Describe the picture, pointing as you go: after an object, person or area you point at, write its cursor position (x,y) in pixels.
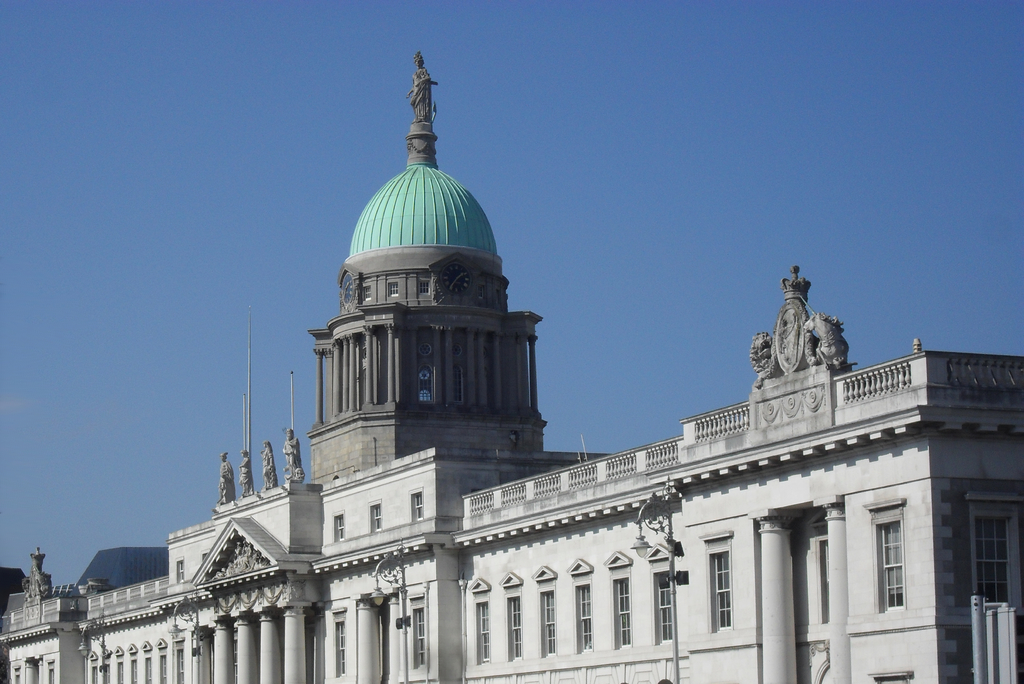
In this image, it looks like a museum (901,449) and there is some statue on top of this museum (401,275) and background (639,214) is the sky (570,170).
